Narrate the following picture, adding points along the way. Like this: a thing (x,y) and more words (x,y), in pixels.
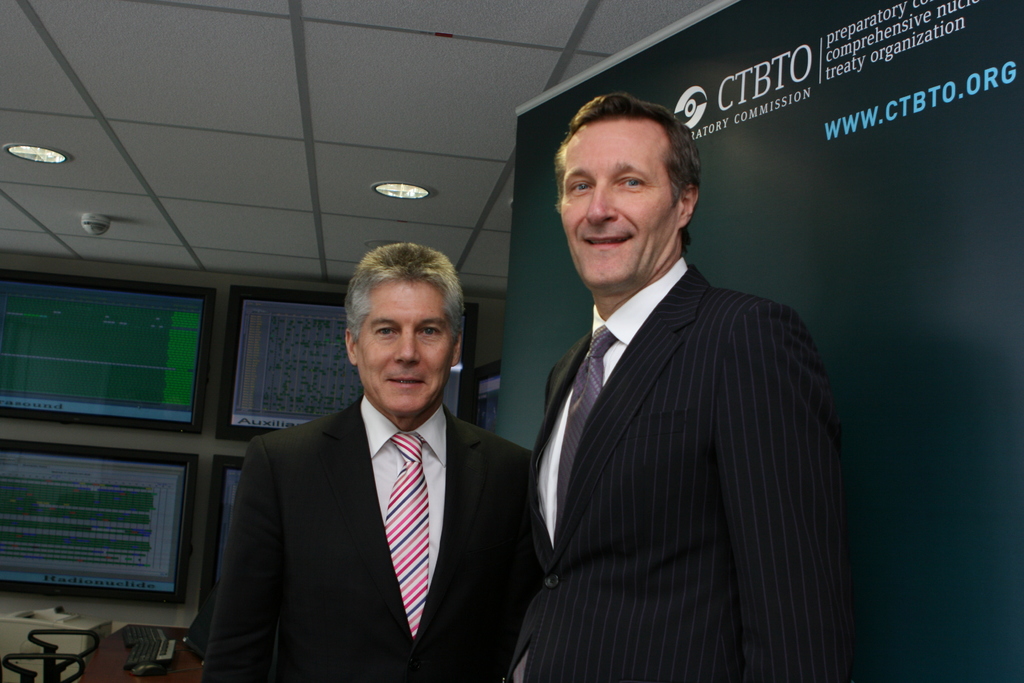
In the picture we can see two men (384,268) are standing beside each other, they are wearing blazers (603,485), shirts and ties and in the background (893,315), we can see a hoarding (998,482) with some information and besides it, we can see a wall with some monitors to it and to the ceiling (327,204) we can see the lights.
